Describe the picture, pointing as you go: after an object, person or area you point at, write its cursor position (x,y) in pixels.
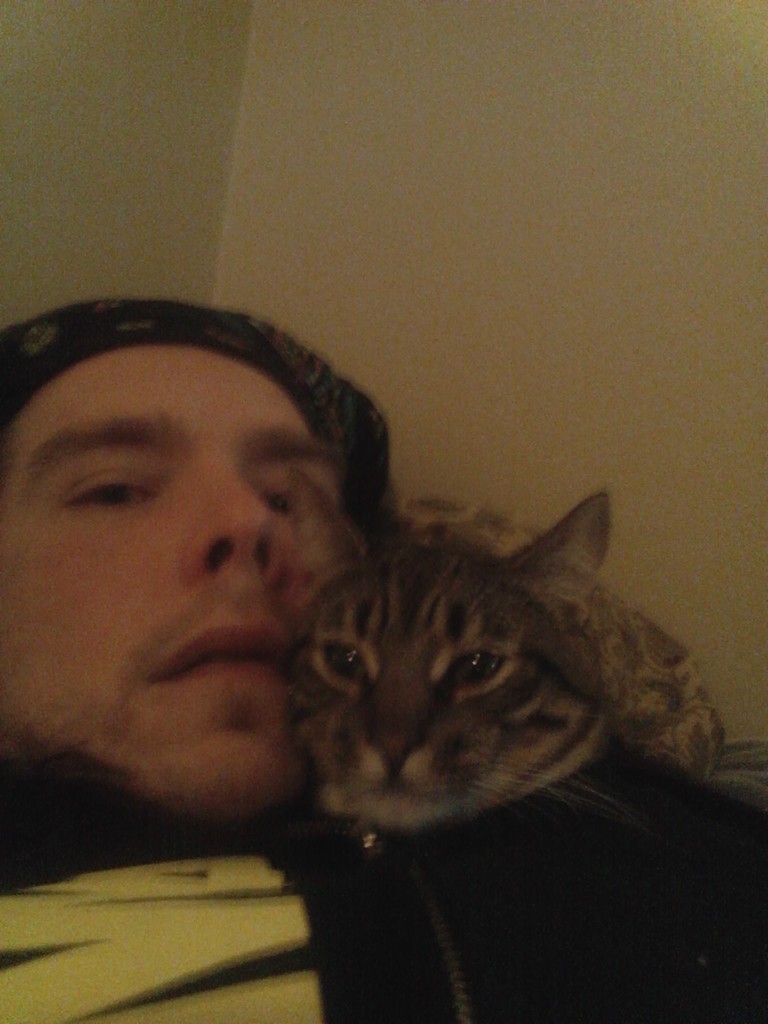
This image is taken inside a room (326,48). In this image a man (407,1023) is lying, he is wearing a cap (47,361) and on top of him there is a cat (456,679).
